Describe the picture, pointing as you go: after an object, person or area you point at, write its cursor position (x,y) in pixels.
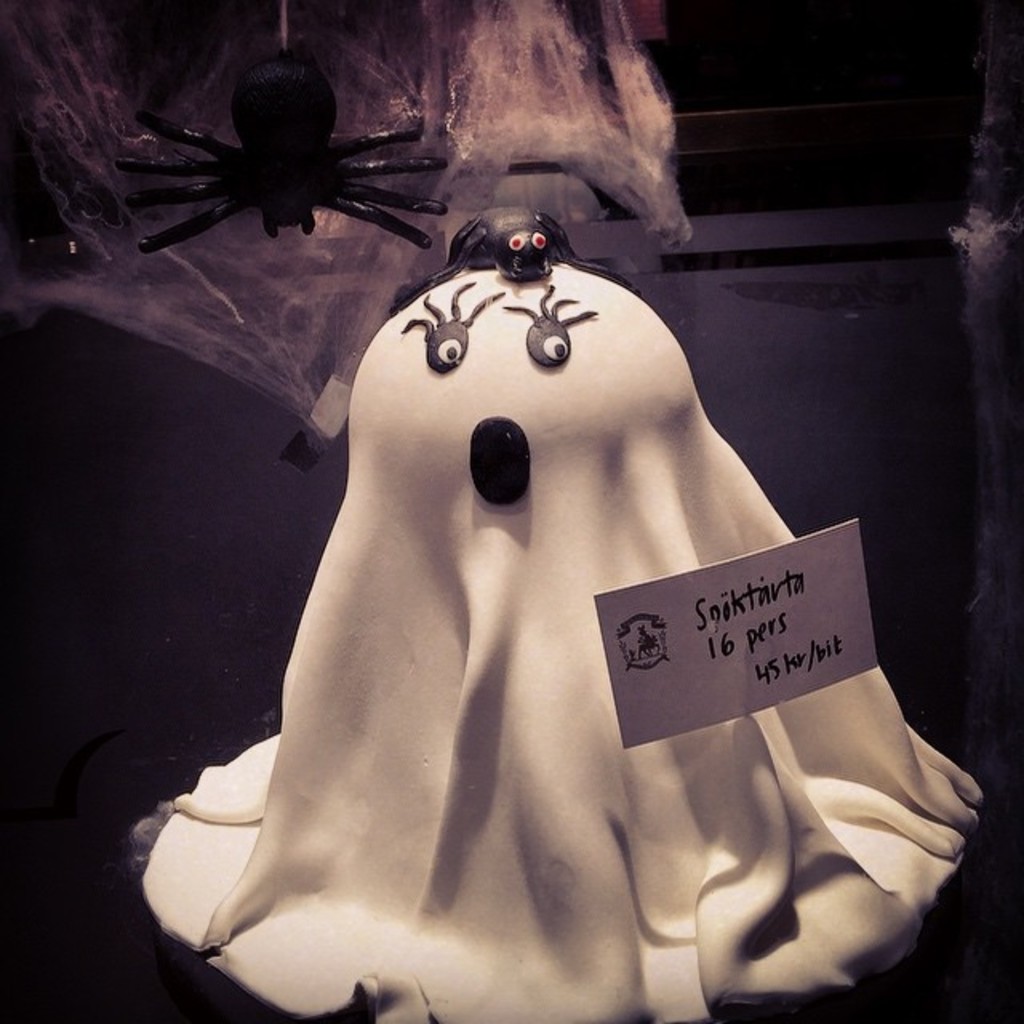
In the center of the image (471,473) there is a cake (540,796).
